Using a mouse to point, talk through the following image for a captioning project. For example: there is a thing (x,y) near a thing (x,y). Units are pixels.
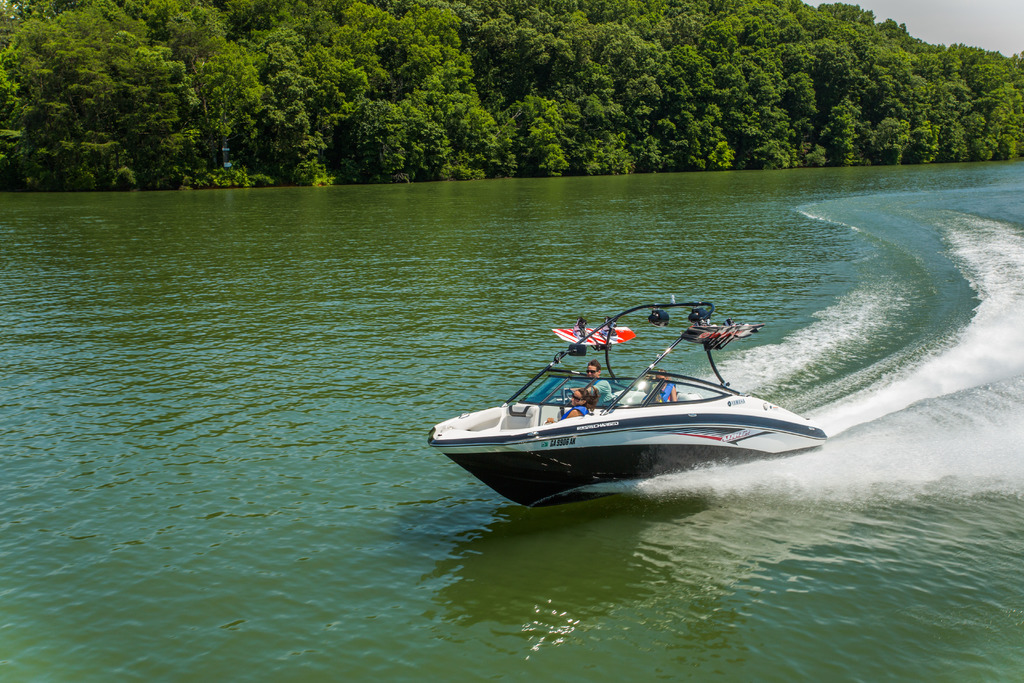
In this image there are people (672,398) sitting on the boat (546,409). Behind the boat (569,354) there is a wake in the water (515,354). In the background of the image (489,115) there are trees (554,90). At the top of the image (946,29) there is sky (955,25).
